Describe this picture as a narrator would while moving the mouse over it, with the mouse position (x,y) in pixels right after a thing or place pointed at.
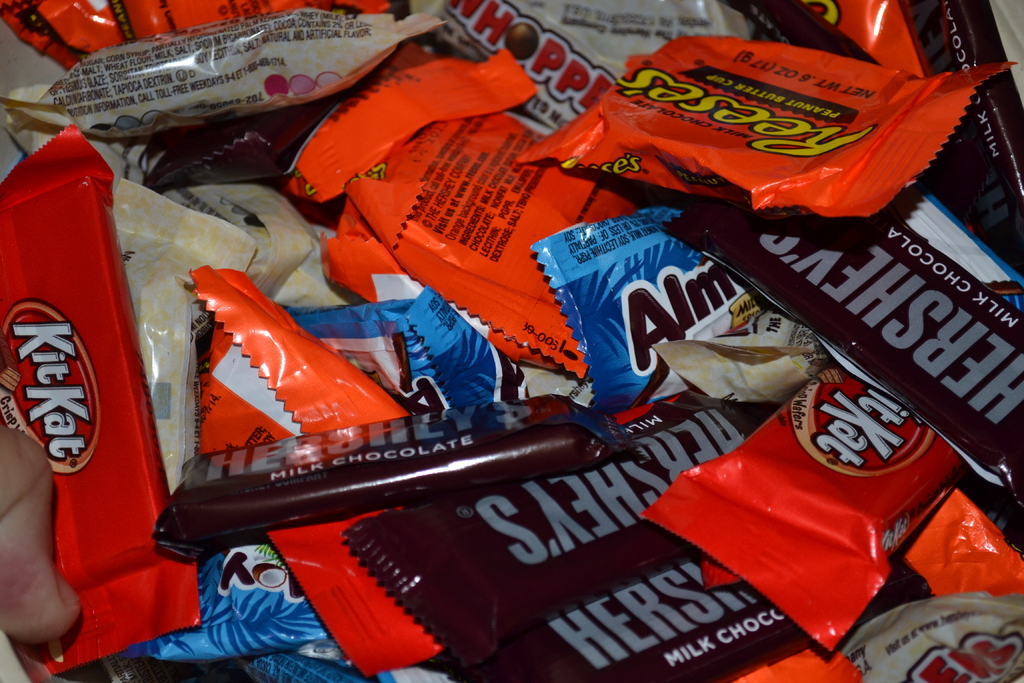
In this image I can see number of chocolate packets (417,448) which are brown, orange, blue and black in color. I can see few of them (272,212) are cream in color.
